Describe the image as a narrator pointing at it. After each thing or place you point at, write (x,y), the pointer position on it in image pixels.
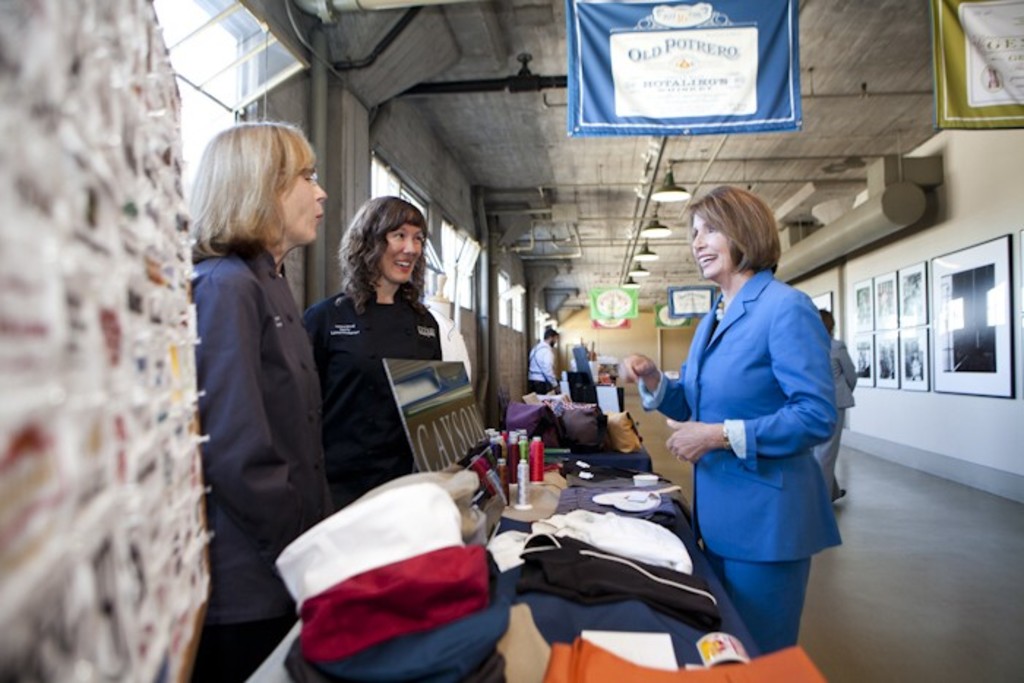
In this image there are clothes (646,676), name board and spray bottles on the table (535,452), there are group of people (392,274) standing, clothes (673,48) tied to the iron rods (558,84), lights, windows (540,320), frames (974,305) attached to the wall (1007,431).
